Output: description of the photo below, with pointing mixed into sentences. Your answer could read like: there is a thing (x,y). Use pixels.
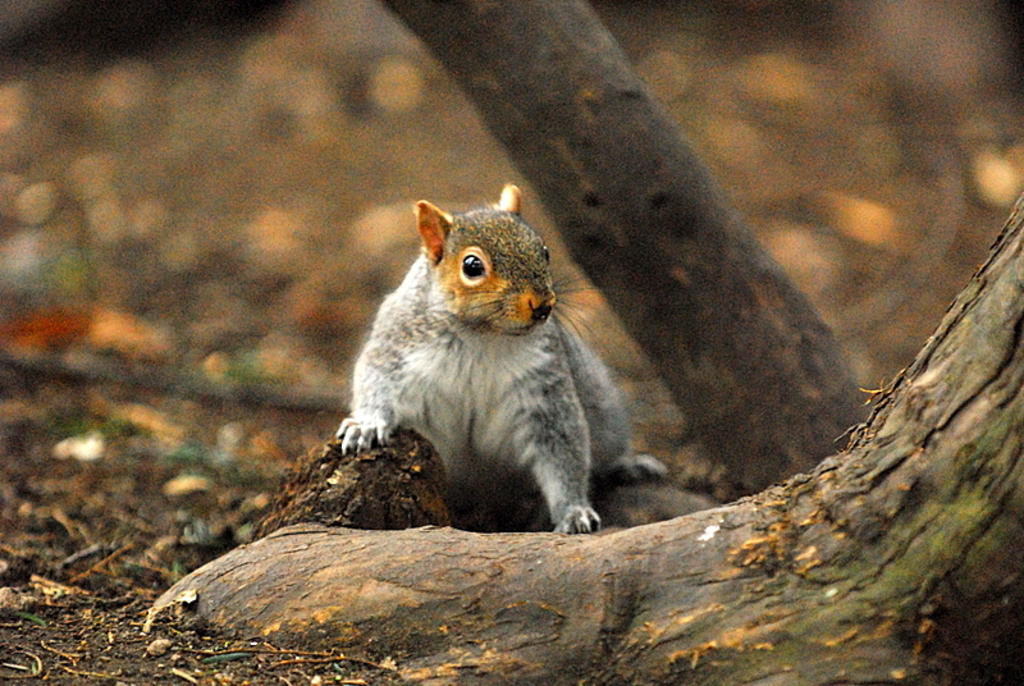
Here we can see an animal (439,246) and there is a blur background (197,121).
